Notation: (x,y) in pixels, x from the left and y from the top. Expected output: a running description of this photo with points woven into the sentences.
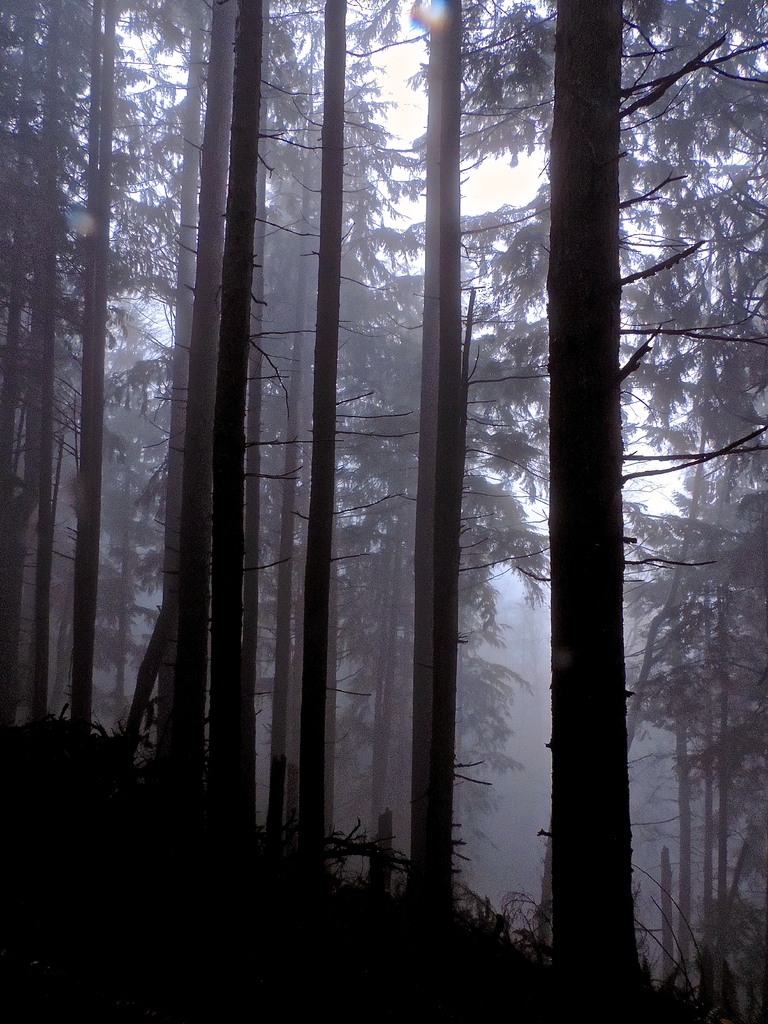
At the bottom of this image (214,707), there are trees (737,309) and plants (734,934) on the ground (77,798). In the background (648,766), there is smoke (311,192) and there is sky (399,61).
